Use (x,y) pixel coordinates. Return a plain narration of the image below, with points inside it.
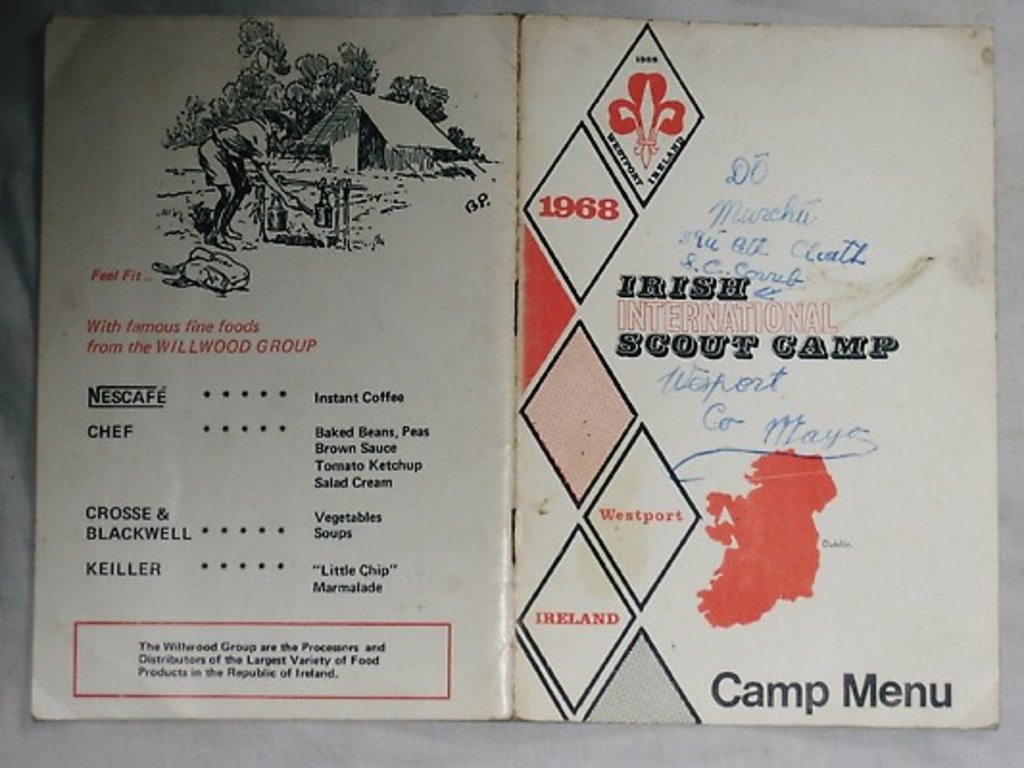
In this image, we can see a poster (490,314) with some text (701,332) and images (728,627) is placed on the white colored surface (1010,50).
